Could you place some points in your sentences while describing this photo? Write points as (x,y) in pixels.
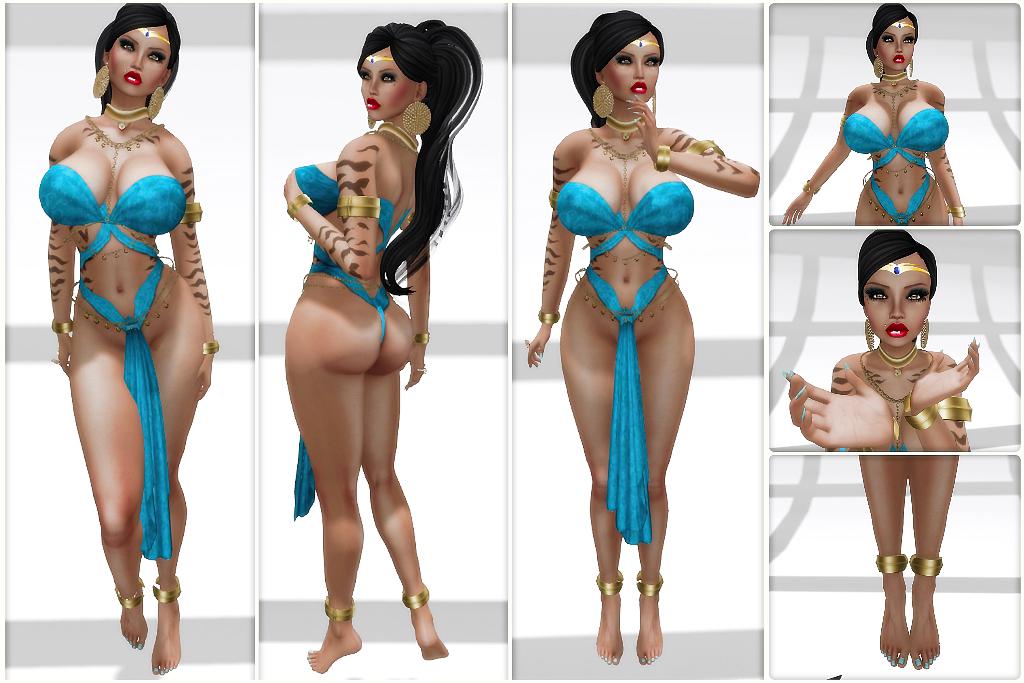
This image consists of depiction of a woman (389,540). She is wearing a blue dress (133,311).
